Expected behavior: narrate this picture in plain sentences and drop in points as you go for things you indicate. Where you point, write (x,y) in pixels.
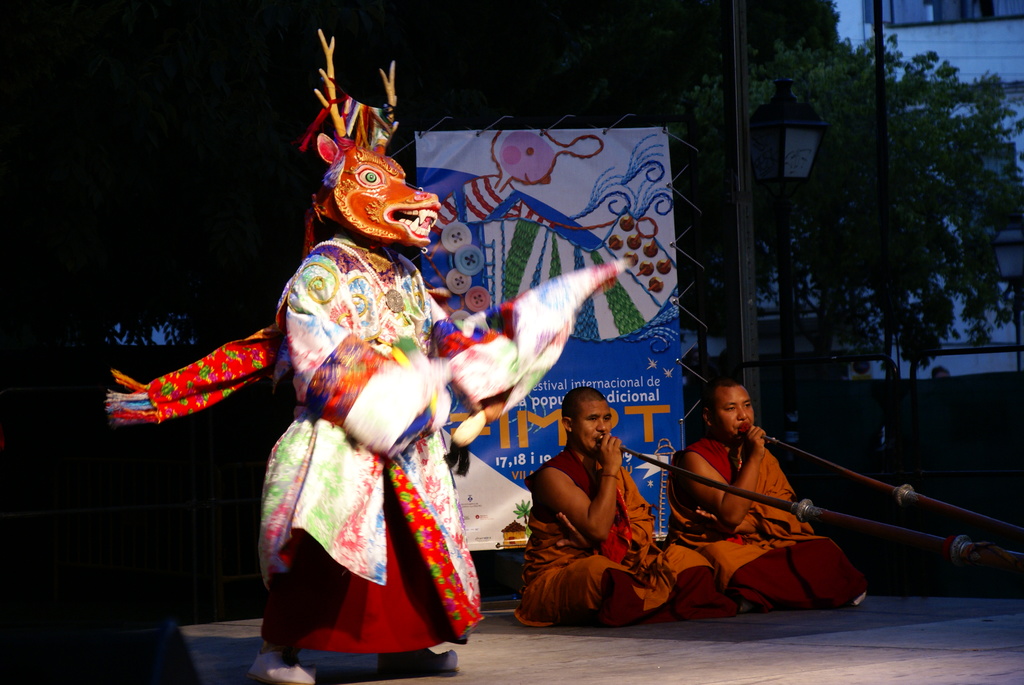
In this image two persons (743,565) are sitting on the floor (496,664) and playing musical instrument (955,547). Behind them there is a banner (443,214). Beside there is a person (344,653) wearing a mask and standing on the floor (736,618). There is a street light (789,395), behind there is a wall (1013,410). There are few trees (702,85), behind there is a building (908,39).
